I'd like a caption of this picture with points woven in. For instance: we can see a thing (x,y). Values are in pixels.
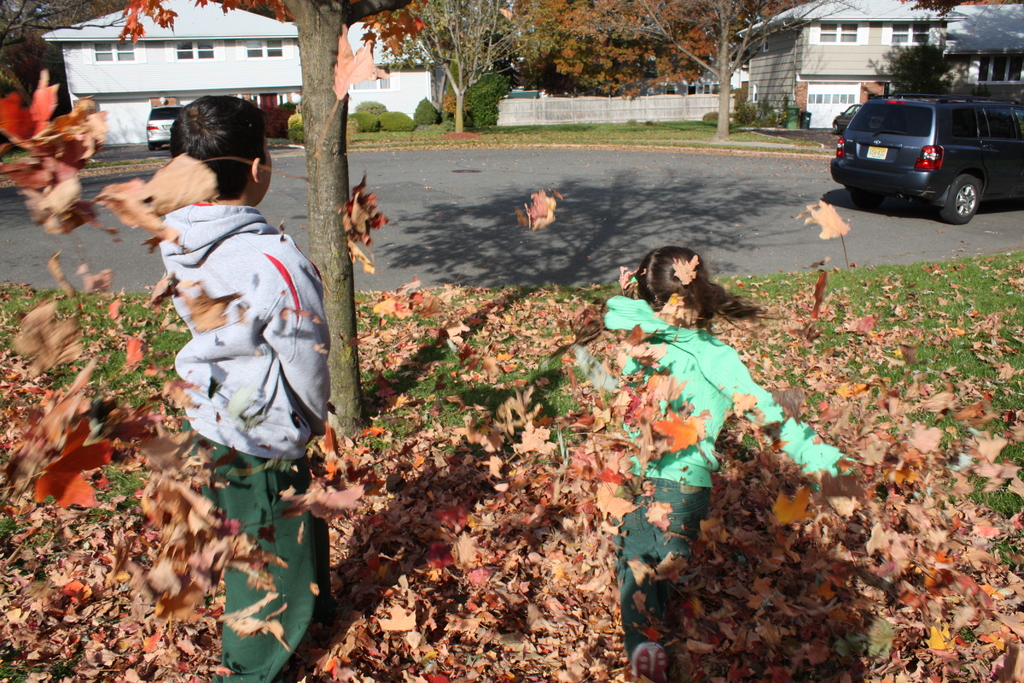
On the left side (263,179), there is a boy (225,125) in gray color jacket (268,298), standing on the ground (329,657), on which there are dry leaves (421,528). Beside this boy (277,338), there are dry leaves (82,425) in the air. On the right side (731,368), there is a girl (717,360) in green color jacket (696,345), running on the ground (780,566). In the background (936,183), there is a vehicle (932,185) on the road (643,243), there are vehicles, buildings (855,25), a fence (657,110), plants (483,105) and trees (141,6).
